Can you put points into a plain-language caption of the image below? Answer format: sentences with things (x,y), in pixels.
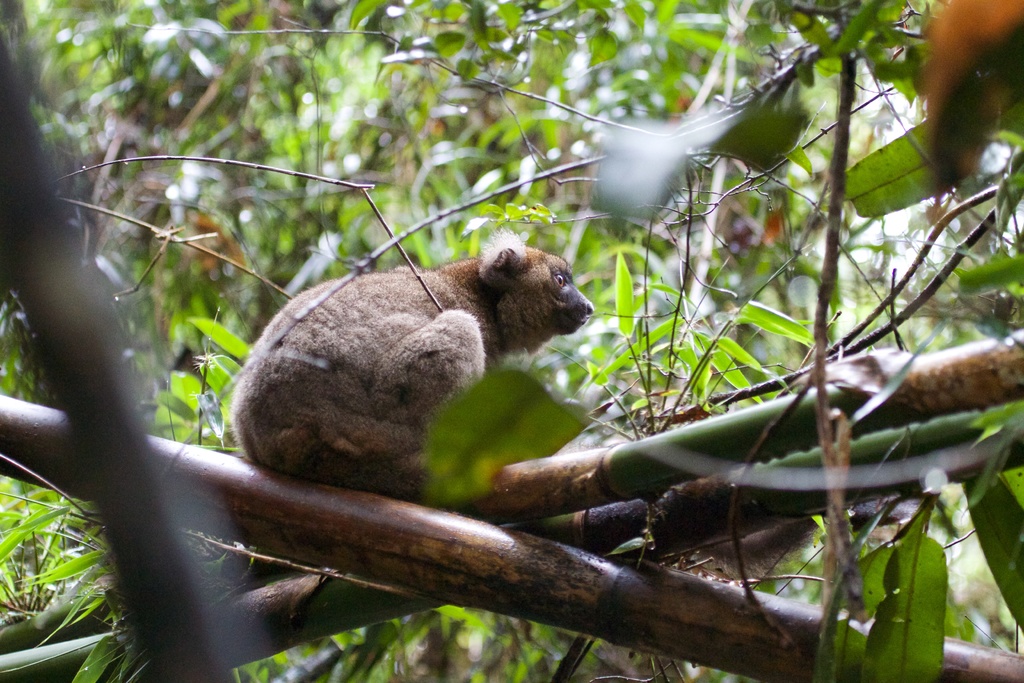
In this picture we can see an animal (300,461) and few sticks (386,510) and in the background (765,356) we can see trees (583,432).
